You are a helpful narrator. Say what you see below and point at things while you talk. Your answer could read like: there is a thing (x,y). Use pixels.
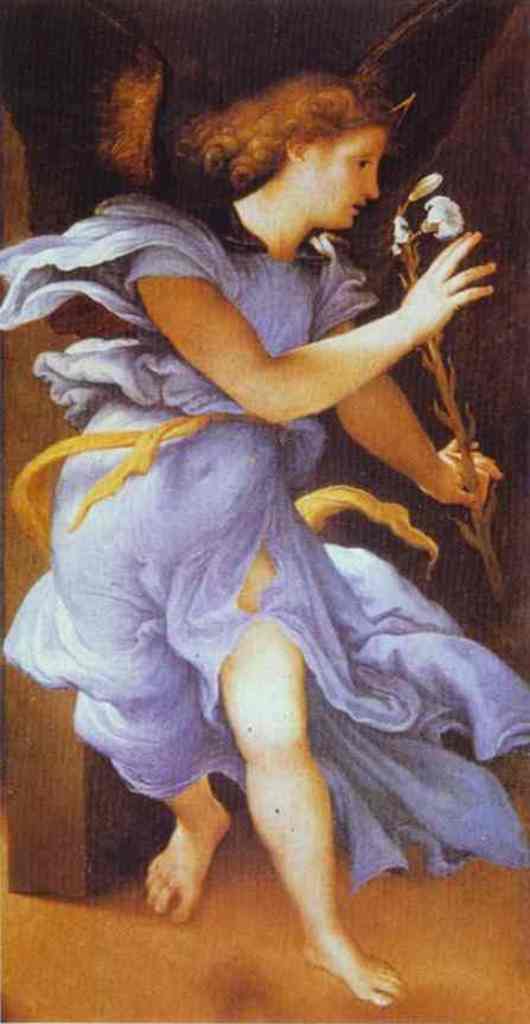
In this picture we can see an art of a woman (446,768), wearing a blue dress (247,486) and she is holding a flower (416,268) in her hand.
